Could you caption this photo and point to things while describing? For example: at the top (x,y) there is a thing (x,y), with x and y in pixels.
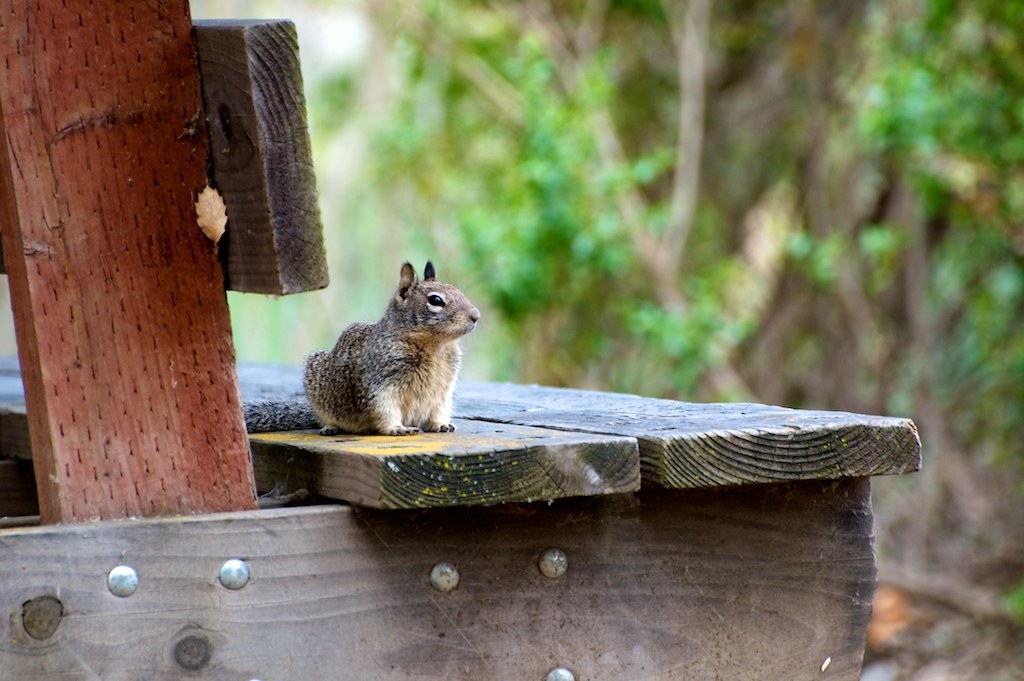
In this picture we can see squirrel (392,380) on wooden plank (381,462) and we can see wooden planks (179,164). In the background of the image (769,163) it is blurry.
